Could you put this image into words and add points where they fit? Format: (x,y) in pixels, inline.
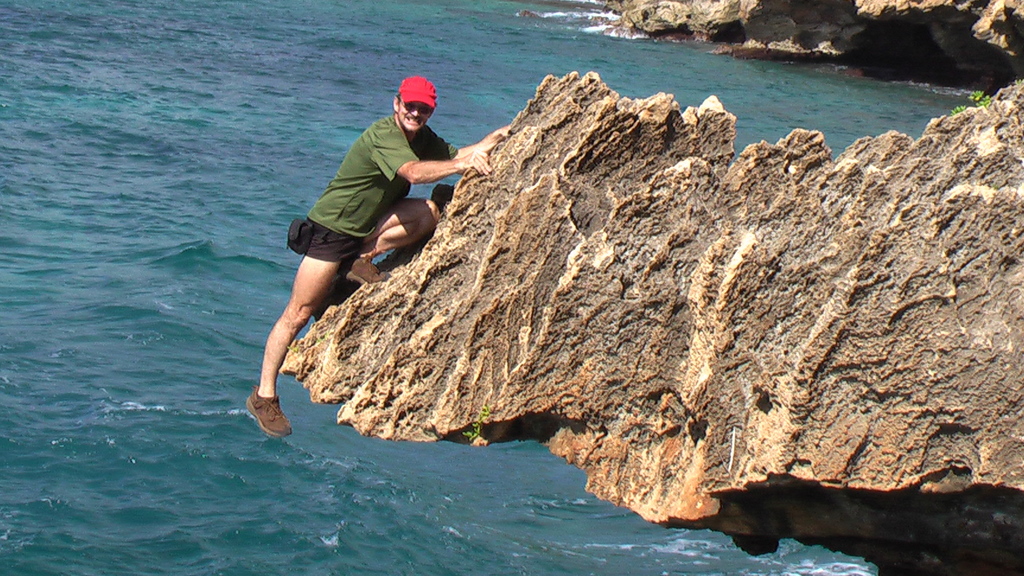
In this picture I can see a rock (583,235) in front (579,134), on which there is a man (432,97) and I see that he is wearing a cap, a t-shirt (324,215) and shorts (323,242). In the background (152,346) I can see the water (170,2) and I see another rock (853,55).
